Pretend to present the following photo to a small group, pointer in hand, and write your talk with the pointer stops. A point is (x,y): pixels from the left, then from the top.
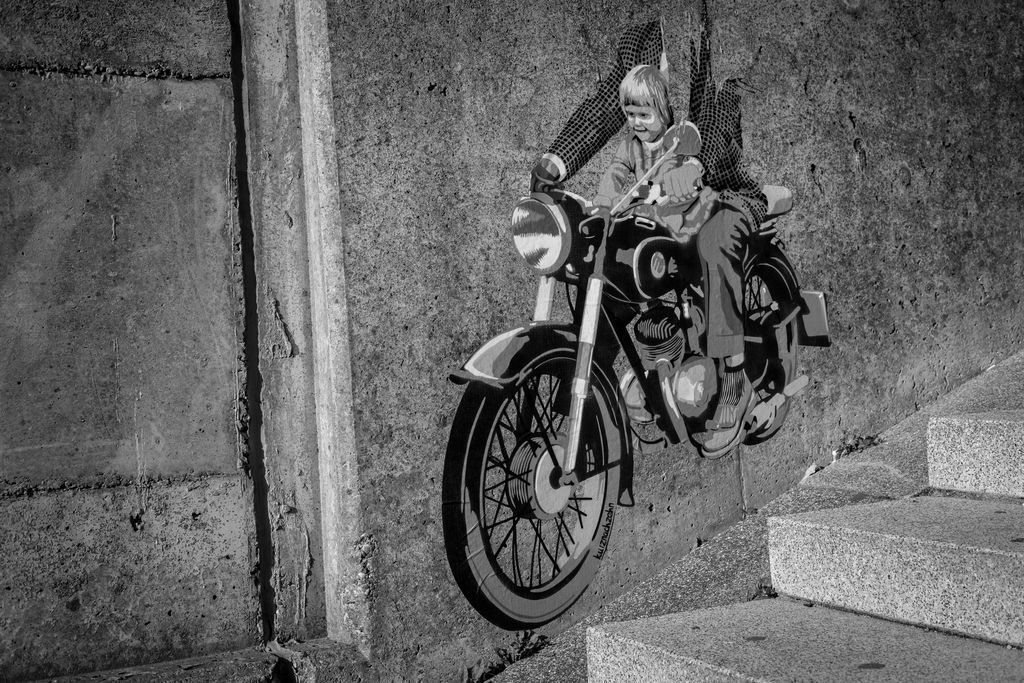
In this image we can see a black and white picture of a painting (681,120) on the wall (513,163) in which we can see two people (702,257) sitting on the motorcycle (568,479). To the right side (769,612), we can see a staircase (821,590).
